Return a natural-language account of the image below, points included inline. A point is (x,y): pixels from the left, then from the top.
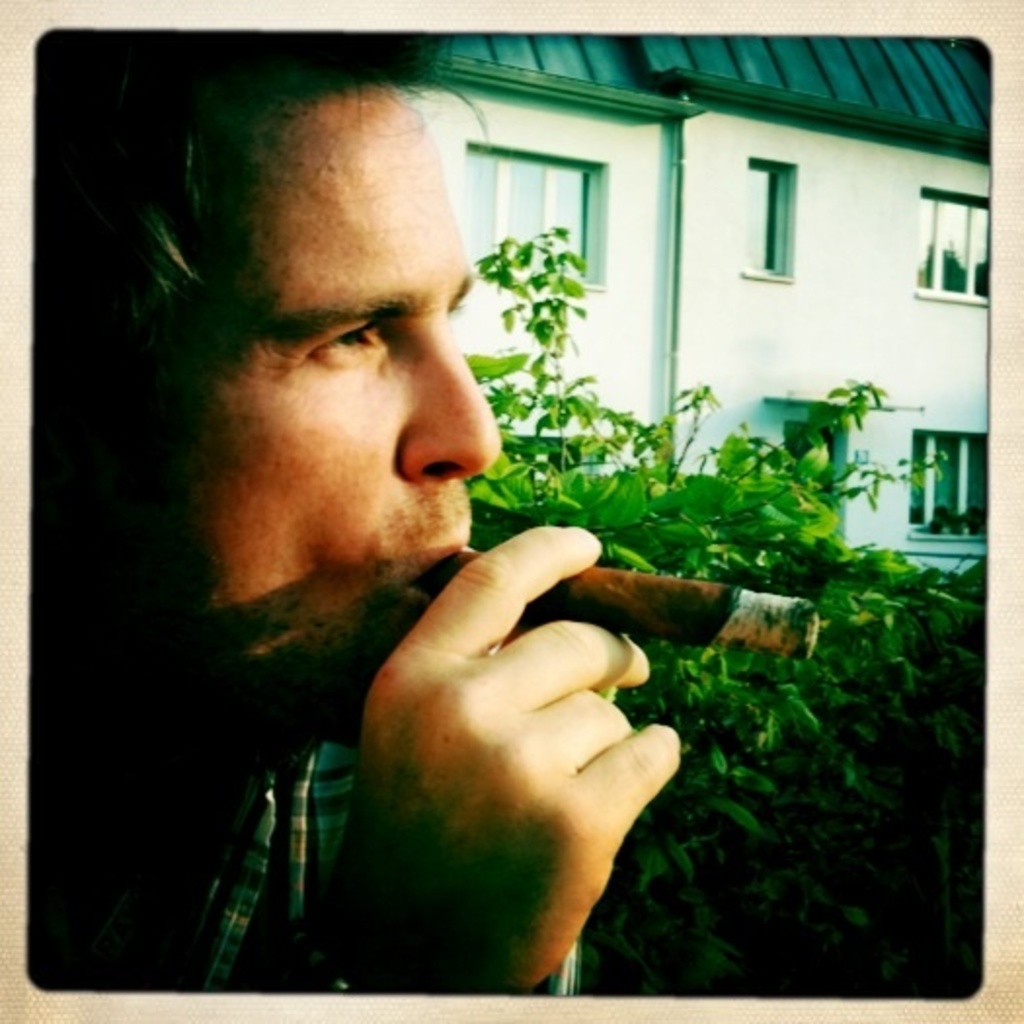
In this image there is a man (196,360) who kept cigar (619,610) in his mouth (448,553). He is holding the cigar (610,597). In the background (741,523) there are plants (840,704). Behind the plants (636,493) there is a building (856,200) with the windows (937,265).
